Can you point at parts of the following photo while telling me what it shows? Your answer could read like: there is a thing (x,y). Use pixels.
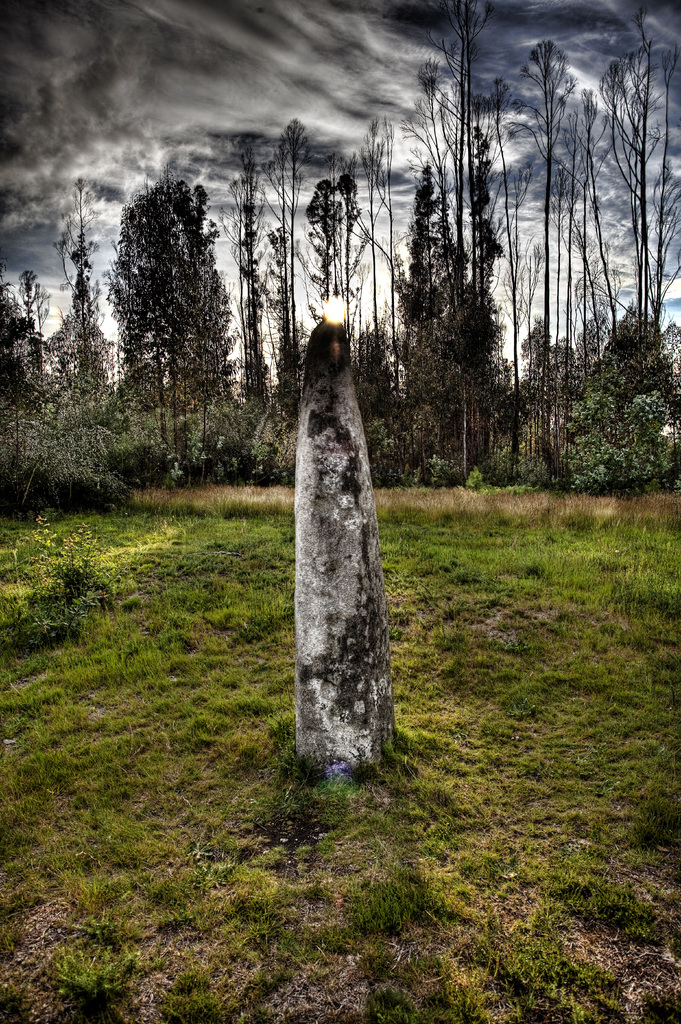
In the center of the image (331,576), we can see a stone (303,608) on the ground (411,837) and in the background (348,233), there are trees (322,233) and there is sun (333,296). At the top (331,143), there are clouds (510,160) in the sky (356,232).
